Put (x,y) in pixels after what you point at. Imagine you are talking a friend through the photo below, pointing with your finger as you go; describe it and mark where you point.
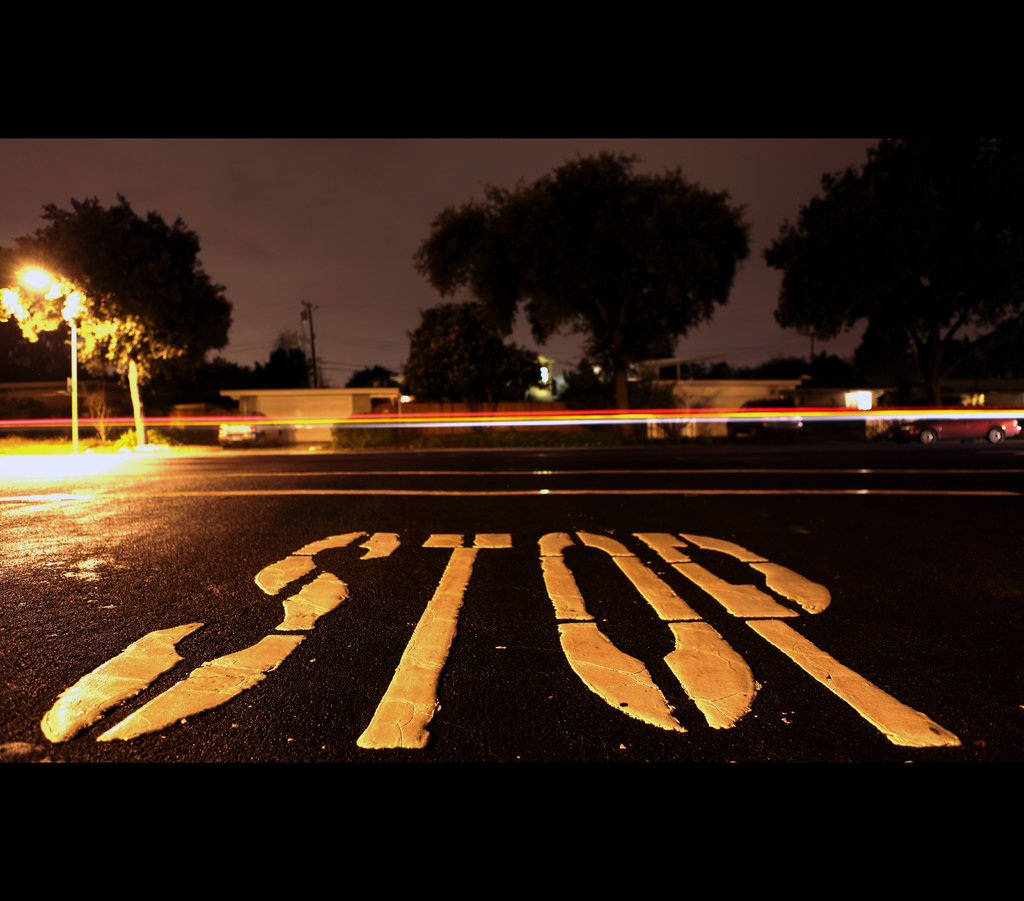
This is the picture of a road (707,570). In this image there are trees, buildings (283,432) and poles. There is a vehicle (979,423) on the road (666,446). At the top (347,157) there is sky (354,144). At the bottom (84,613) there is a road (228,511) and there is a text (777,642) on the road (495,658).
